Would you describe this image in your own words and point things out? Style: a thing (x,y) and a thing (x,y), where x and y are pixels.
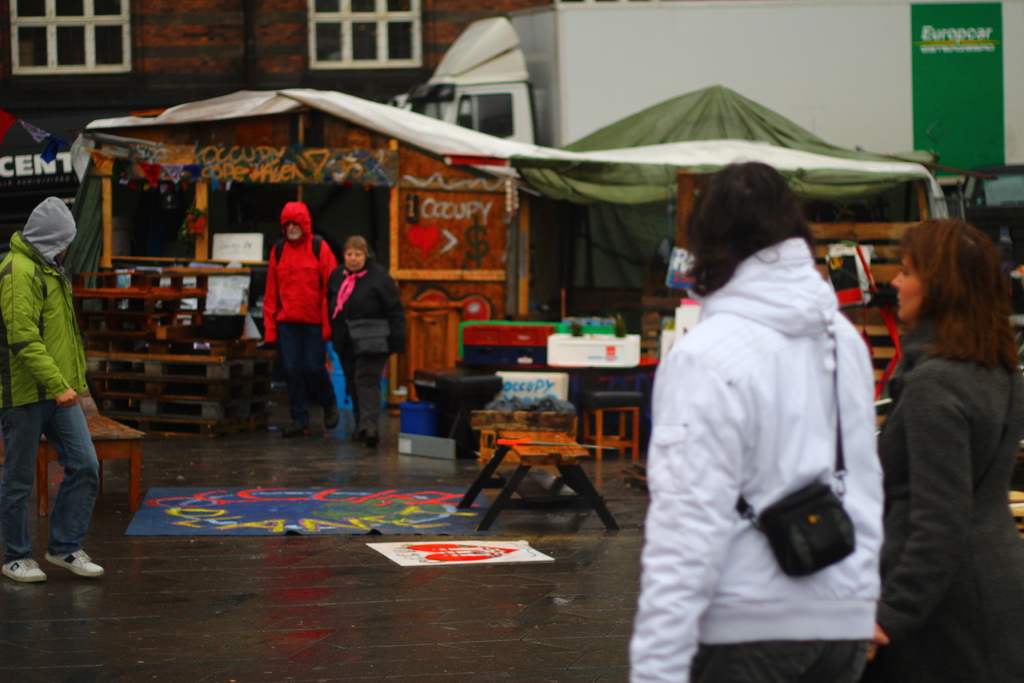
In the image there are few people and around them there are stools (594,412), tables (524,432), tents (734,118) and many other objects (474,374) and in the background (23,43) there is a building (38,60).
